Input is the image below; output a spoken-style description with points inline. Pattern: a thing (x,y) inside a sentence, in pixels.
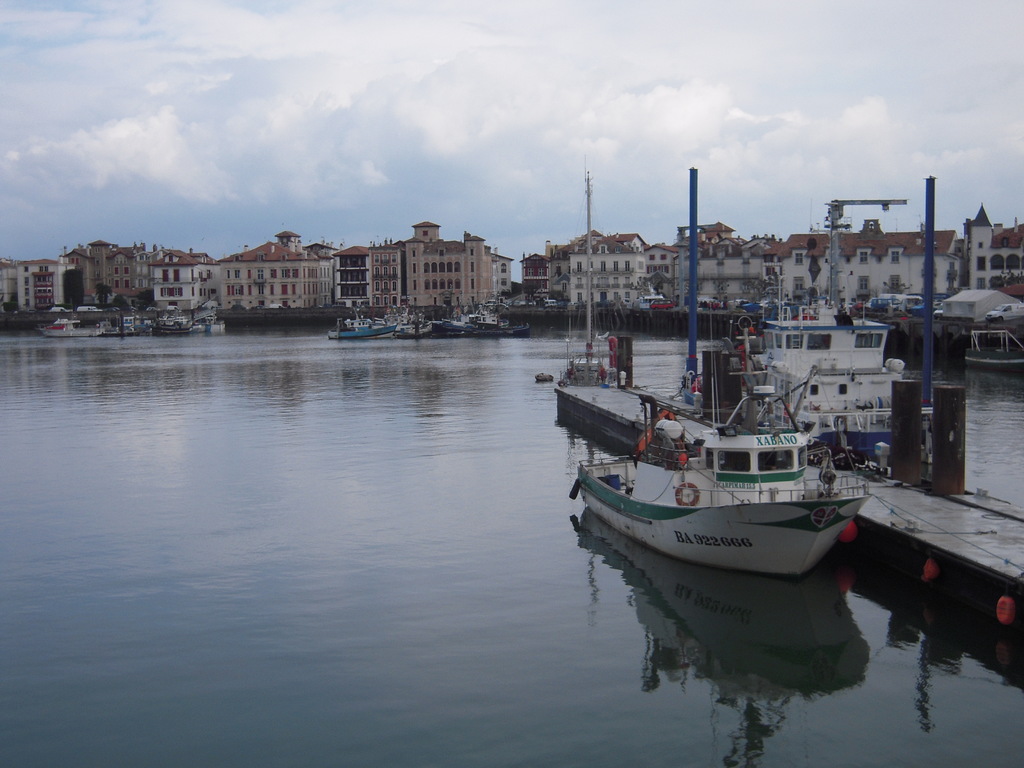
In this image I can see the water (315,561), few boats (705,554) which are white, blue and green in color on the surface of the water (292,525) and a wooden bridge (630,425). In the background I can see few buildings (324,287), few vehicles (891,307), few boats (481,308) on the surface of the water (422,340) and the sky (390,149).
